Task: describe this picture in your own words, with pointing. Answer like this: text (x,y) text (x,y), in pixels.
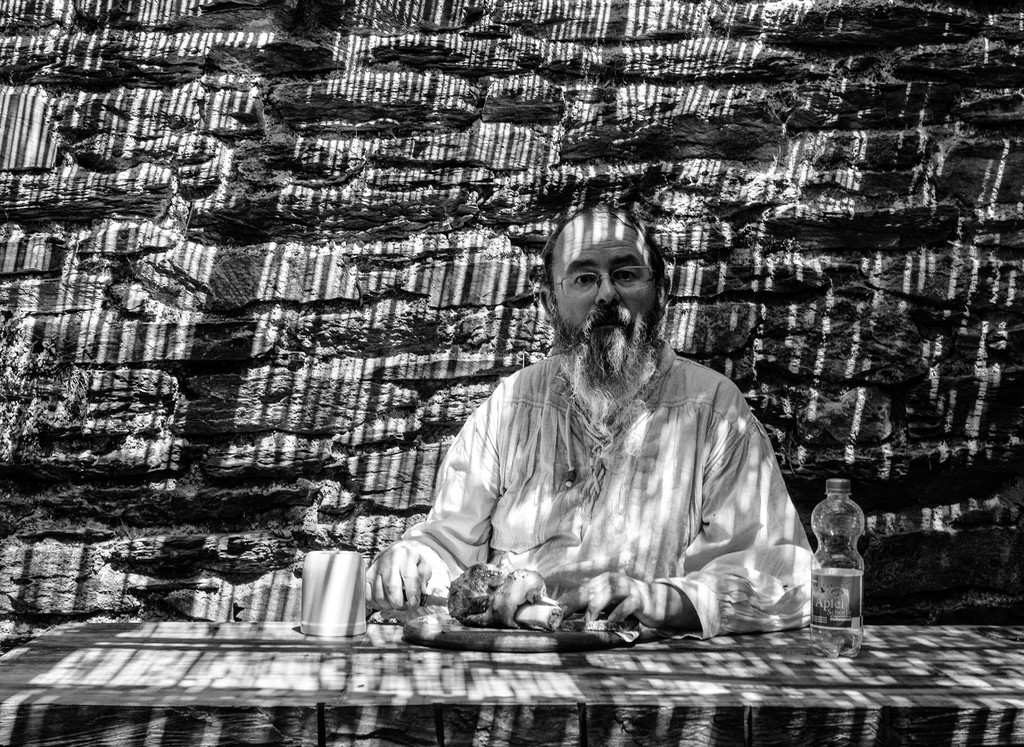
In this image i can see a man (643,407) sitting, in front the man (607,447) there is some food (525,596), a bottle (822,643) on the table (802,663), at the back ground (556,148) there is a wall (377,212).
